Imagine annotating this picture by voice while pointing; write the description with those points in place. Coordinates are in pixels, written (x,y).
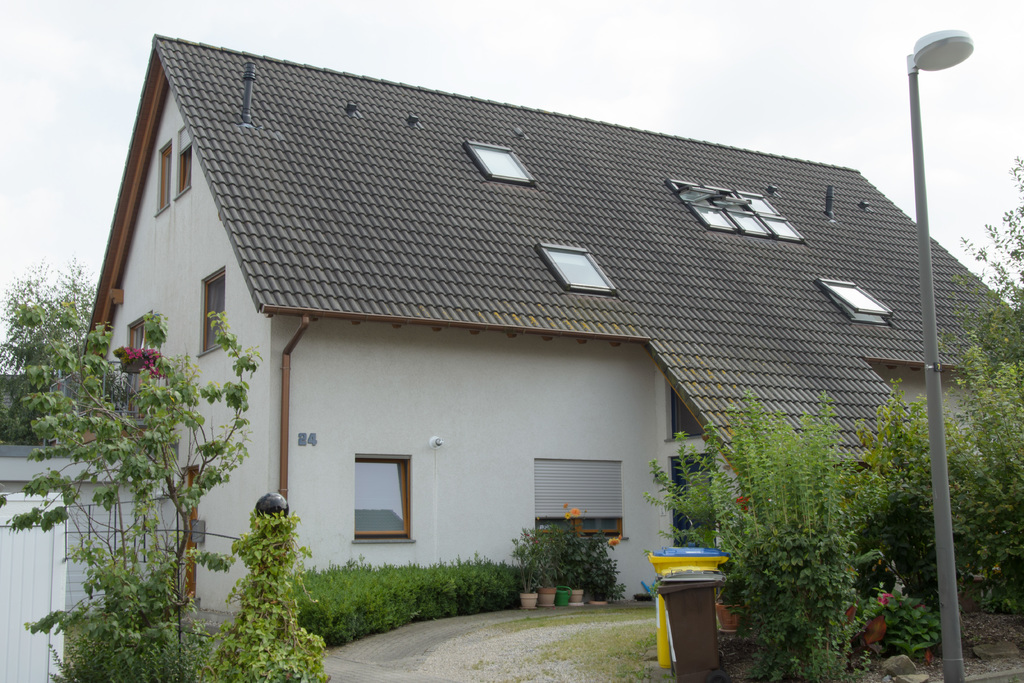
This is the picture of a place where we have a house (346,371) to which there are some windows (486,150) and around there are some plants (824,535), trees (1007,523), some other things (26,457) and a pole (951,36) which has a lamp (951,36).
